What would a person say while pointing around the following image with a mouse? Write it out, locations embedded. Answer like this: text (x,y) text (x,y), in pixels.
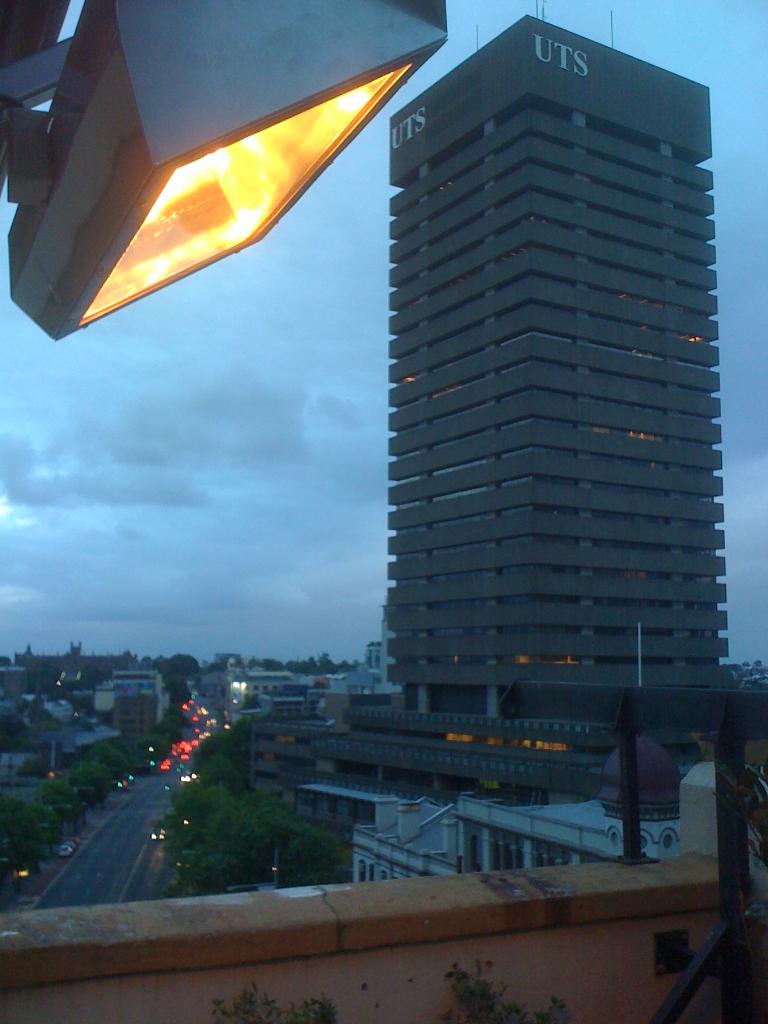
In this image I can see a terrace (465,940), buildings (524,630), trees (296,822), houses (11,759) and fleets of vehicles (211,726) on the road (159,849). In the background (278,571) I can see the sky (359,613). This image is taken may be in the evening.
